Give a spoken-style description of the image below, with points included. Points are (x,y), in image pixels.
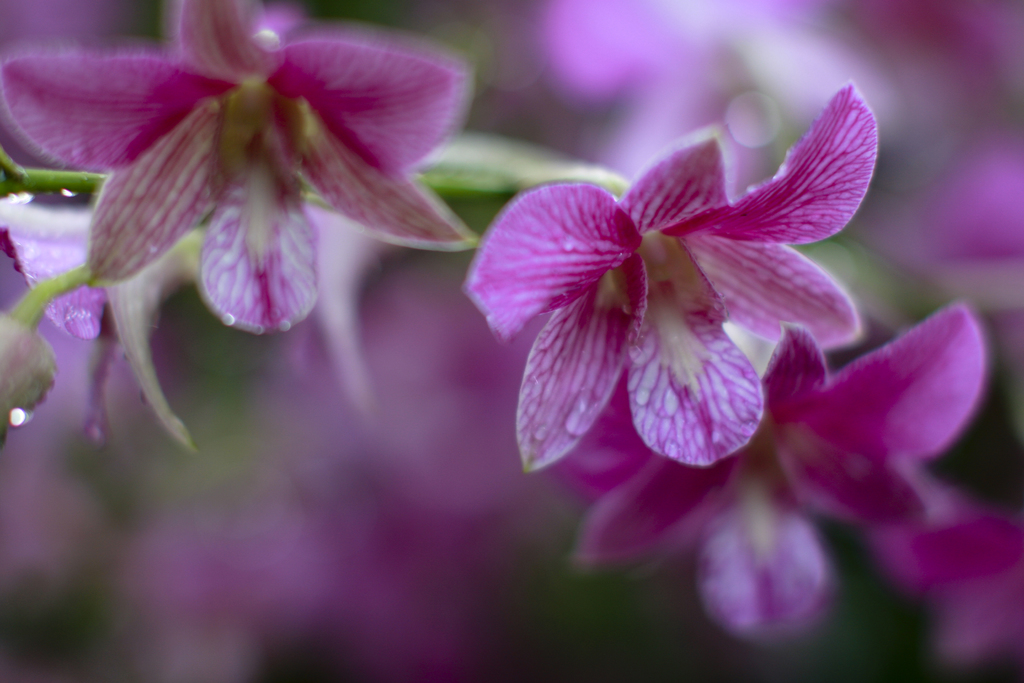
In this picture we can see purple orchids (323,57).
